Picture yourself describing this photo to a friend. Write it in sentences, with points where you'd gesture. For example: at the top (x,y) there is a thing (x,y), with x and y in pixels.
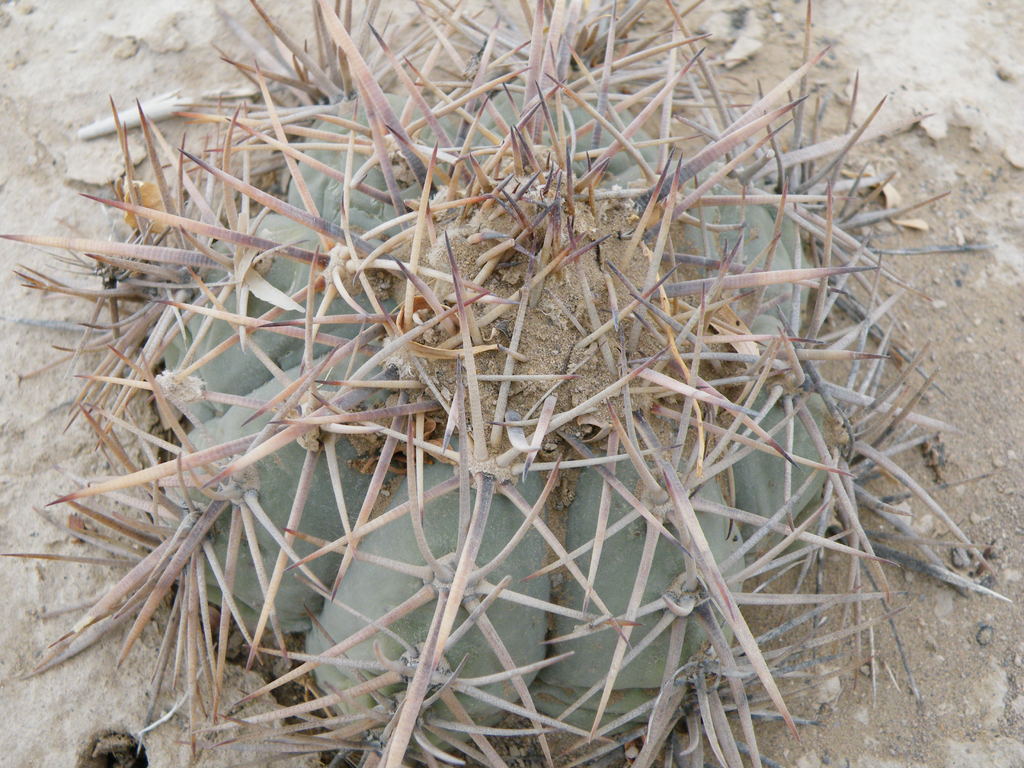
This is a plant (499,336), this is ground (936,143).
